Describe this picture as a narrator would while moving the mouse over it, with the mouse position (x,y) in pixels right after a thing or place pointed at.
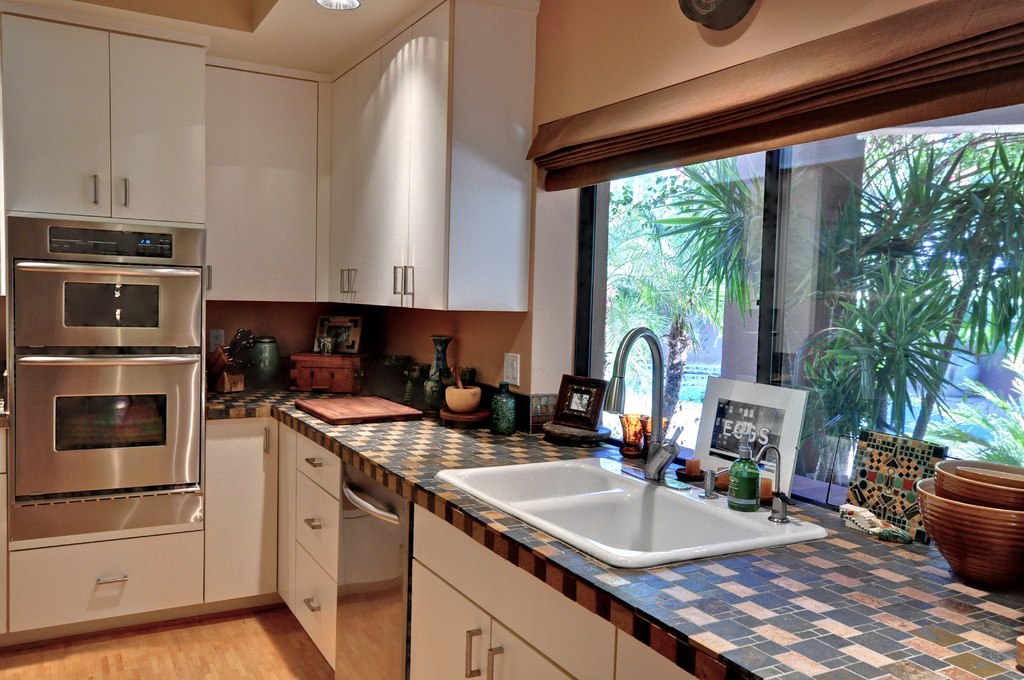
In this image I can see the sink (636,510), tap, few frames (588,421) and few objects (446,395) on the counter top (592,448) and I can also see an oven (135,294) and few cupboards (603,647). In the background (790,360) I can see the glass window (890,202) and few plants (740,202) in green color.
